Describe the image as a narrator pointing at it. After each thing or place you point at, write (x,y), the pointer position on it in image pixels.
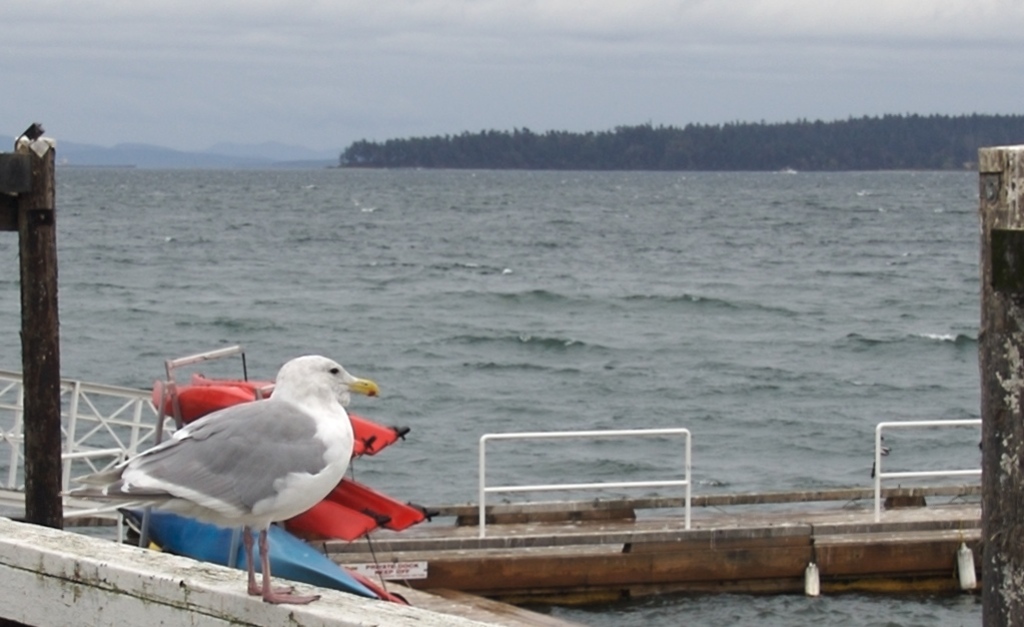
In this image we can see a seagull (232,497) and there is water (622,254). There are railings (528,433). In the background (688,143) there are trees (388,147), hills (245,150) and sky (636,24).
